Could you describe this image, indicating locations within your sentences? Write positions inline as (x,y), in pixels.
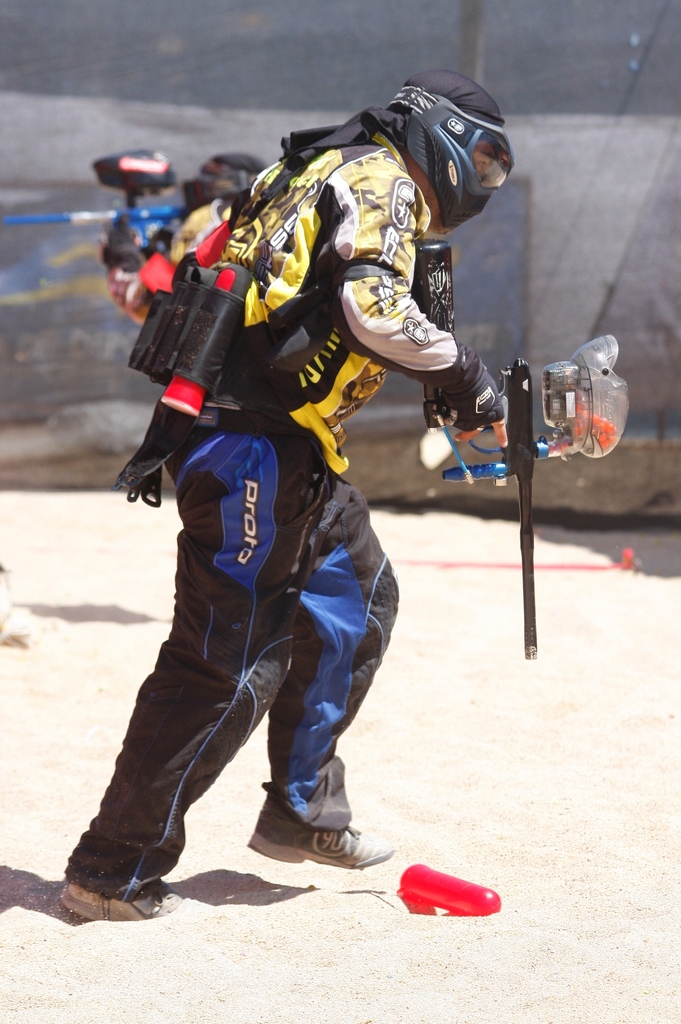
In this picture we can see a person (231,364) is walking and holding something, this person (239,538) is wearing a mask (428,170), gloves (463,424) and shoes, at the bottom (329,867) there is sand (421,916), we can see a blurry background (644,135).
